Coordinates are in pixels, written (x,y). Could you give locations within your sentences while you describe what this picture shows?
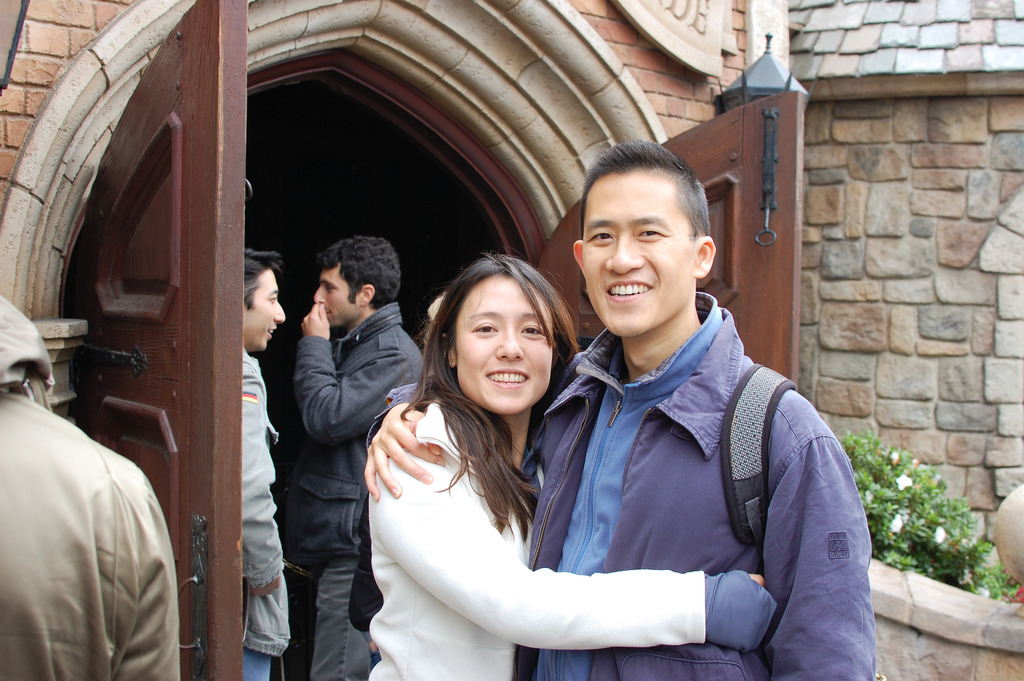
In this image there are some persons (462,539) standing in the middle of this image (505,448) and there is a wall (524,188) in the background (524,188). There is a plant (916,505) in the bottom right corner of this image (932,532). There is a door (142,206) in the middle of this image (538,240).
